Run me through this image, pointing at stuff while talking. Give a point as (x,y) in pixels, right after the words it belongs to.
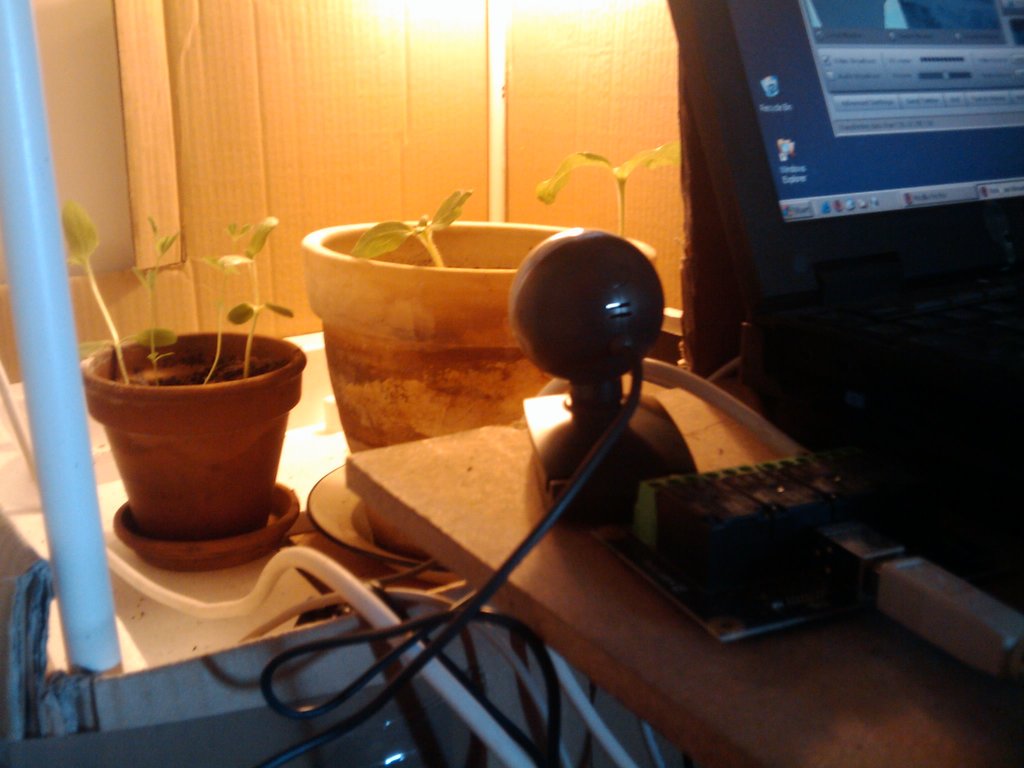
We can see monitor (873,252) and objects (704,491) on the surface (567,582) and we can see house plants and cables (261,589). In the background (124,80) we can see wall (83,70) and lights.
